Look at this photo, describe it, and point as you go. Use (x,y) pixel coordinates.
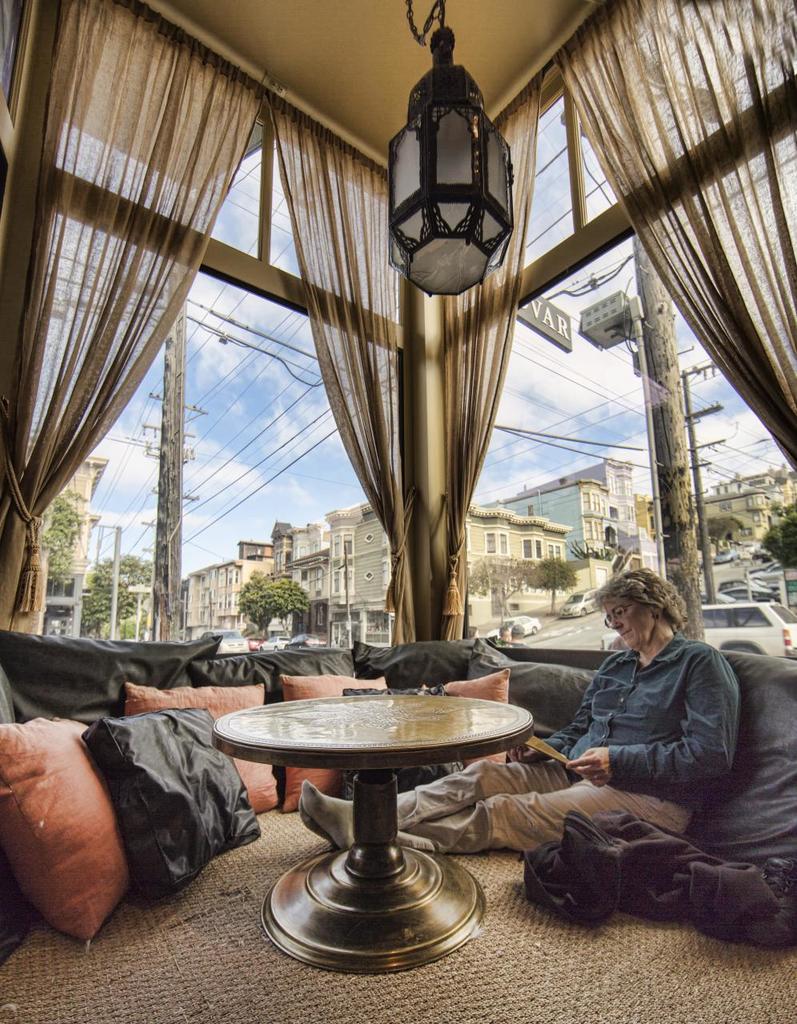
In this image I can see a woman (623,681) sitting on the floor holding an object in her hand (539,759). There are so many pillows (179,745) around her. I can see a table (339,889) in the center of the image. Behind this I can see wires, buildings (245,543), trees (66,534), cars (771,600), poles (671,433) in the center of the image (482,525). I can see a lamp (511,174) hanging at the top of the image (464,187). I can see the pillars (439,424) with curtains (752,288).
